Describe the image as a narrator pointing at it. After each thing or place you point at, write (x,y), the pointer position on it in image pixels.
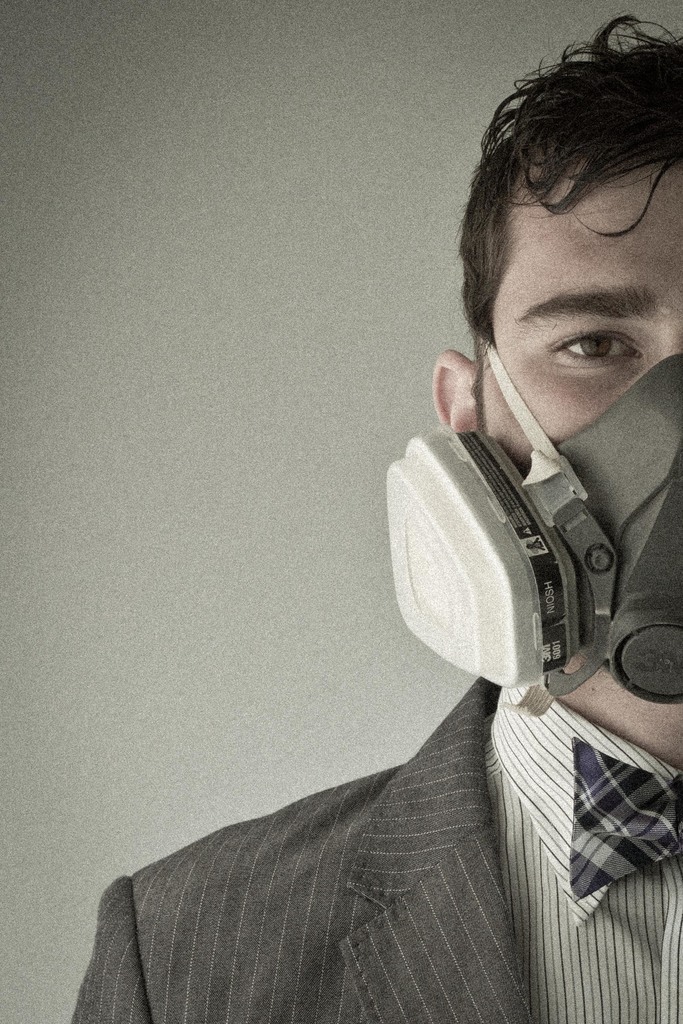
In this image I can see a person (301,825) and there is a mask (546,606) on his face (565,617). In the background (295,164) it looks like a wall (189,362).
